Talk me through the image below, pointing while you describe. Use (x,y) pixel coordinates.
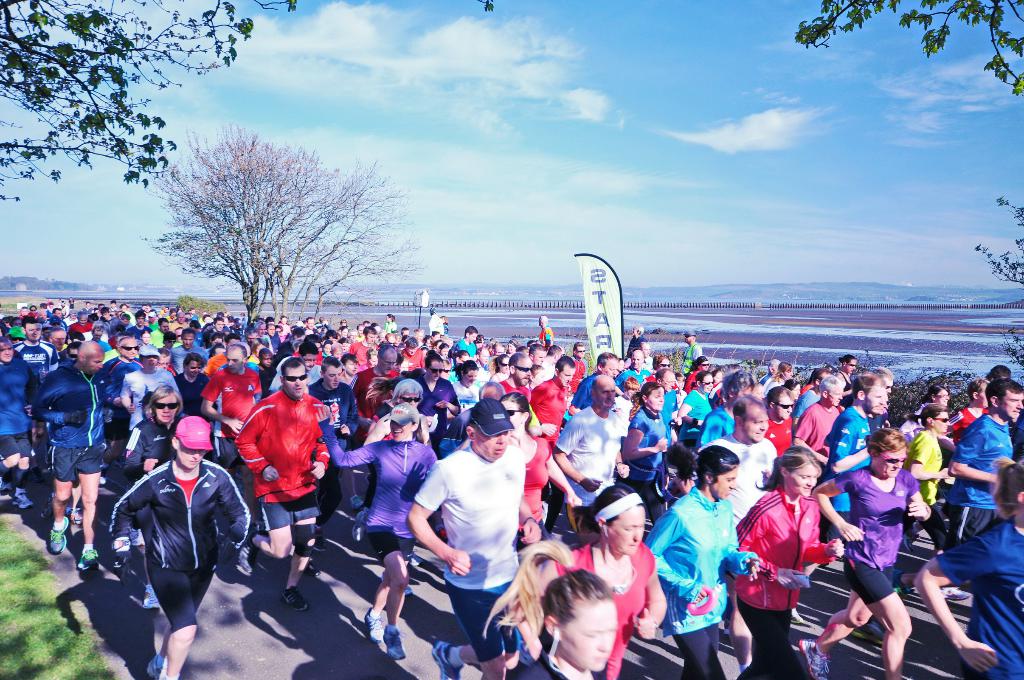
In this image we can see these people (967,408) are running on the road (26,513), here we can see the grass (41,648), trees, banner (598,347), hills (775,295) and the sky (766,149) with clouds (525,128) in the background (754,56).
